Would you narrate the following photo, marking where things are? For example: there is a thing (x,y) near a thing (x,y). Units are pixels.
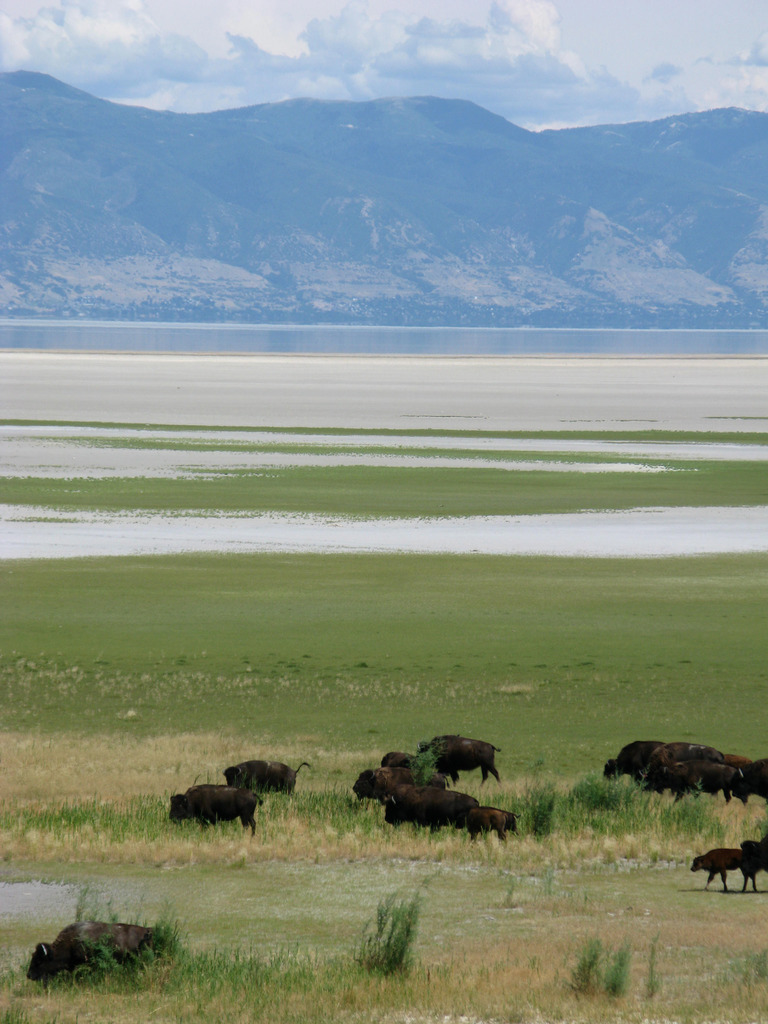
In front of the image there are buffaloes (52,965). At the bottom of the image (429,874) there is grass (299,688) on the surface (318,662). In the background of the image (77,343) there is water (595,347). There are mountains (414,179). At the top of the image (471,95) there are clouds (495,59) in the sky (471,28).
